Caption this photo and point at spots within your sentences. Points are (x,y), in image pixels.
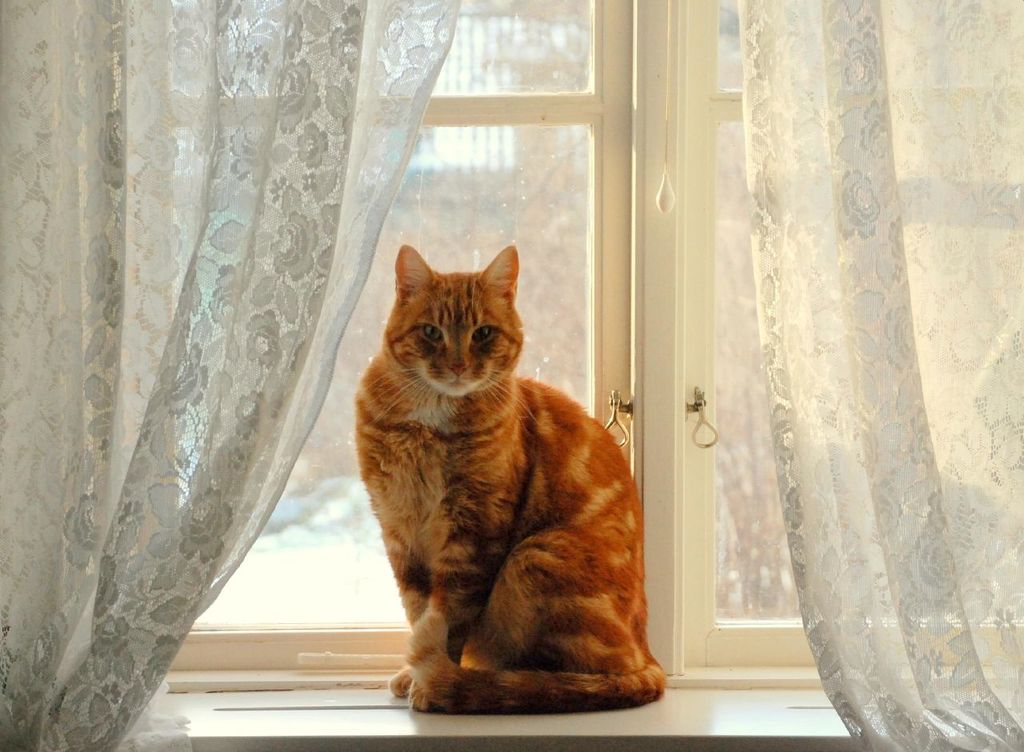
In this picture I can see a cat (499,473) and I can see a glass window (711,278) and couple of curtains (805,175), from the window glass (522,234) I can see a building (467,150).
